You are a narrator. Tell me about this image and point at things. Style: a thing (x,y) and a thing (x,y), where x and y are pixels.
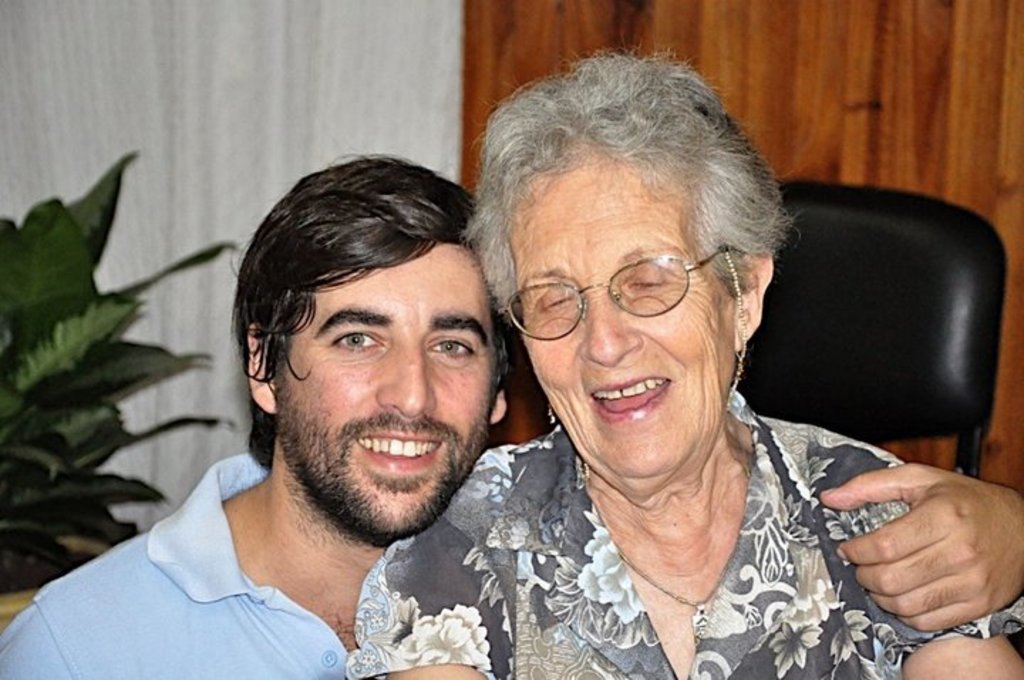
In this image we can see a man (294,493) and a lady (480,594) wearing specs (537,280), earrings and chain (697,604). In the back (842,374) there is a chair (846,361). Also there is a wall (753,78). And there is a plant (132,357).
